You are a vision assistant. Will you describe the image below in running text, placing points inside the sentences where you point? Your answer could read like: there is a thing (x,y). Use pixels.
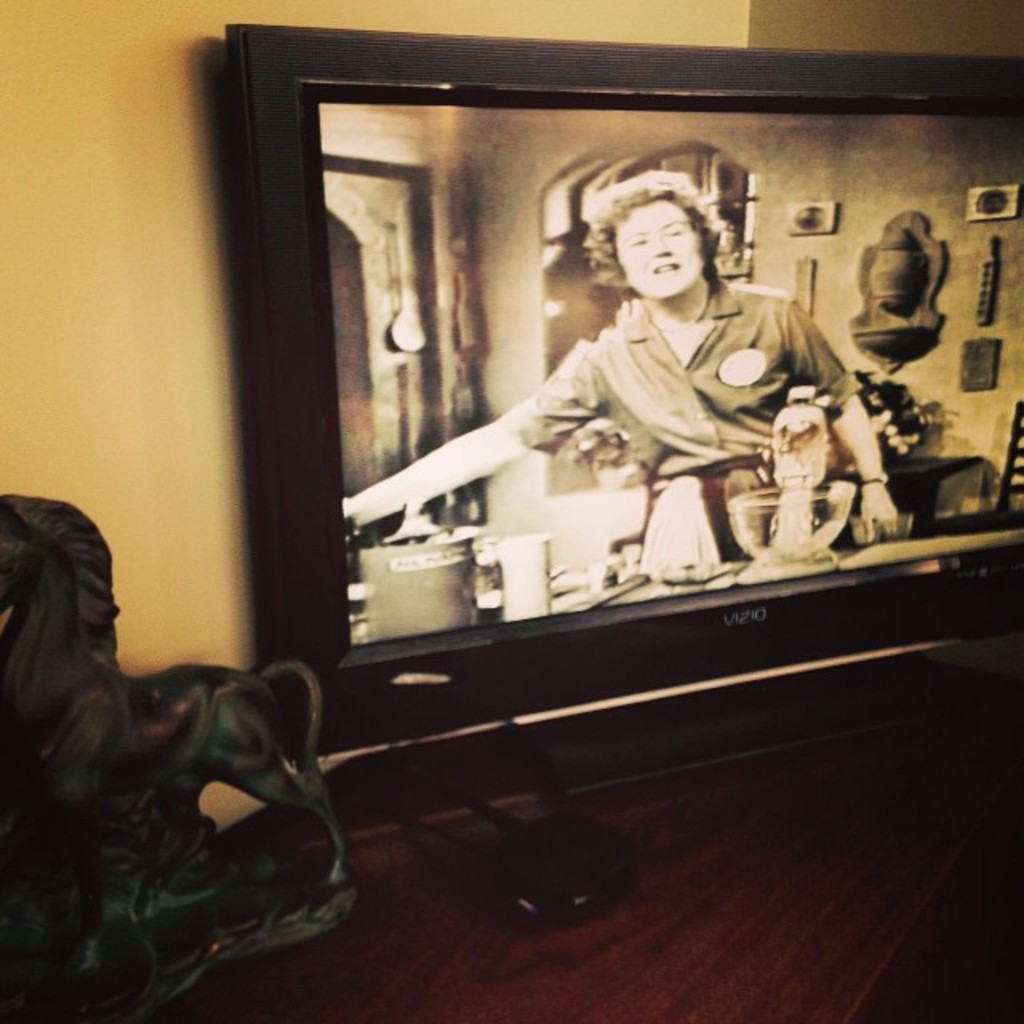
In this picture I can see there is a television (606,490) placed on the wooden shelf (655,979) and there is a woman (677,428) standing.
